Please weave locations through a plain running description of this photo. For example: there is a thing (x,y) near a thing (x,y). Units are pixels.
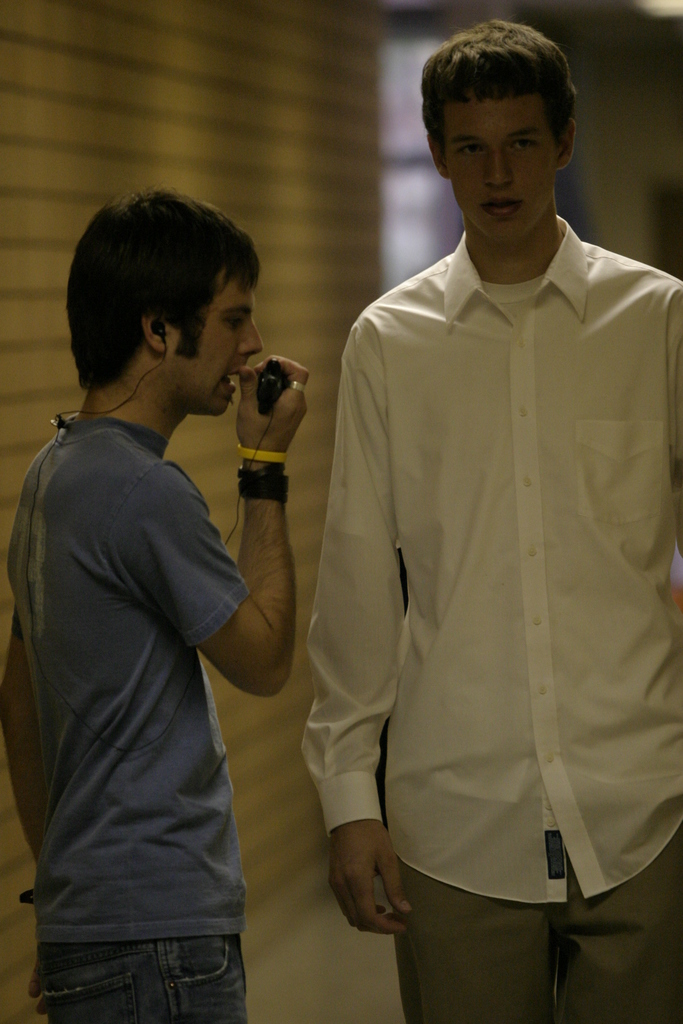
In this image I can see two men (386,446) are standing. The man (147,430) who is on the left side (112,484) is holding an object (274,391) in the hand (254,399) and speaking. In the background (187,52) there is a wall (186,142).
